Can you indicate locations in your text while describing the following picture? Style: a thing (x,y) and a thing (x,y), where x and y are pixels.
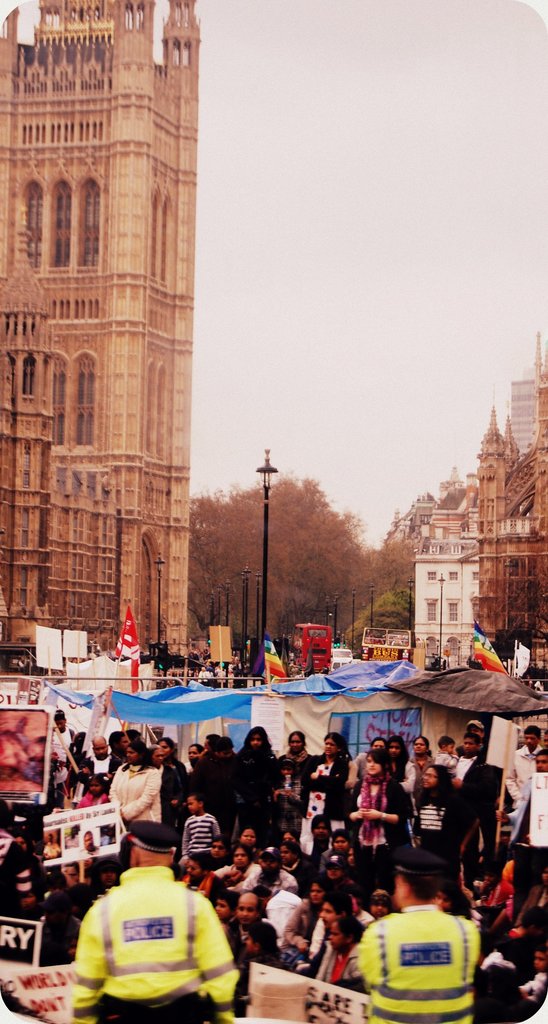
There are people (271,763) holding posters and cops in the foreground area of the image (323,767), there are vehicles (319,653), poles (267,566), trees (278,539), buildings (434,521) and the sky (375,468) in the background (375,468).
